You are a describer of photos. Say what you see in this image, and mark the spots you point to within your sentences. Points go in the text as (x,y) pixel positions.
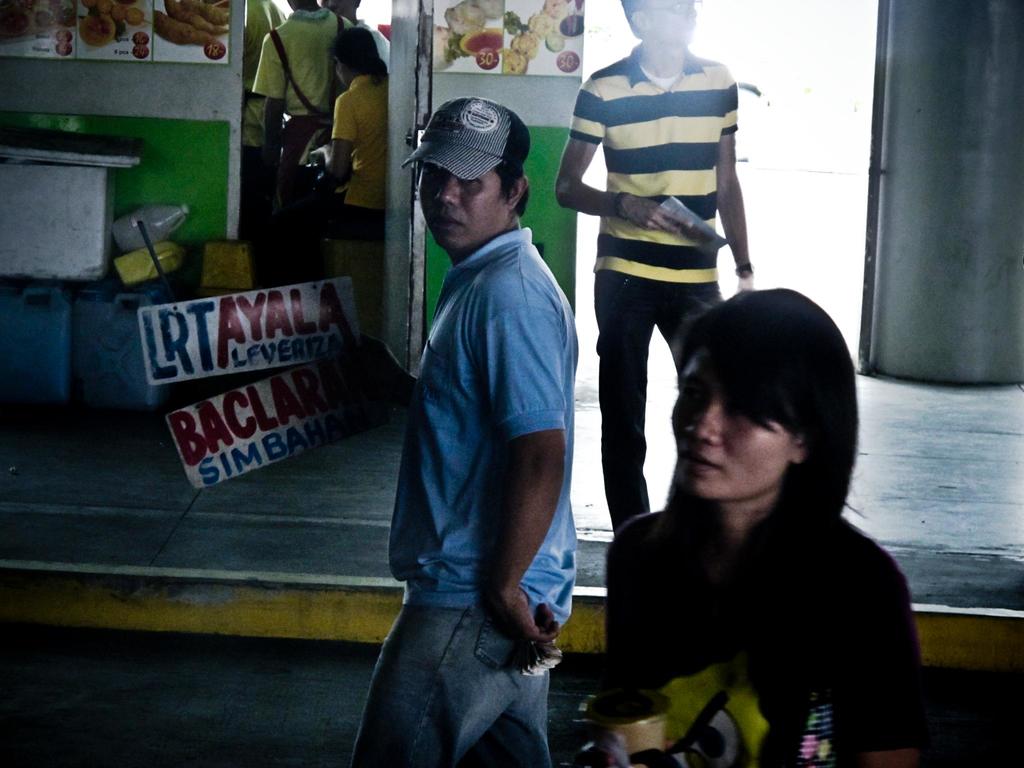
In this image we can see few people (624,536). One person (514,388) is wearing a cap (454,171). There are boards (294,306) with some text (244,434). In the back (179,150) there is a stall (208,102). On the walls (447,94) there are images (111,38) of food items (93,33). And there are cans (50,334) and some other items (72,228).
